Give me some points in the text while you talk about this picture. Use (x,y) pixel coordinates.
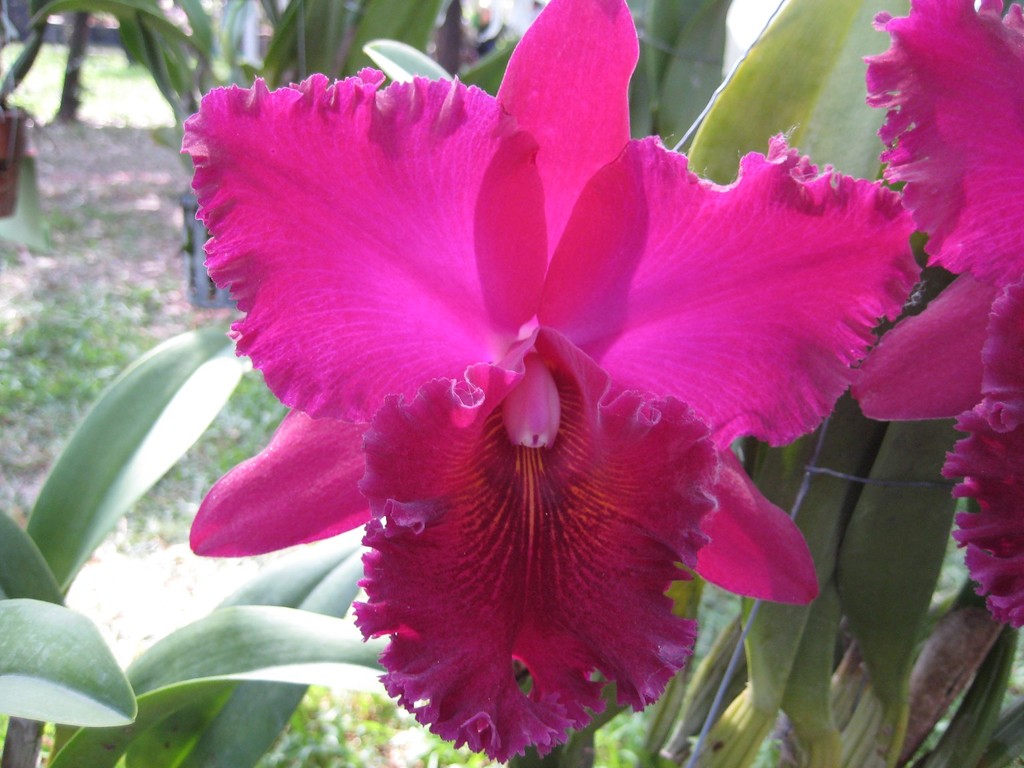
In this picture we can see a pink color flower (873,286) here, there are some leaves (152,363) here, at the bottom (90,586) there is grass (93,288).
